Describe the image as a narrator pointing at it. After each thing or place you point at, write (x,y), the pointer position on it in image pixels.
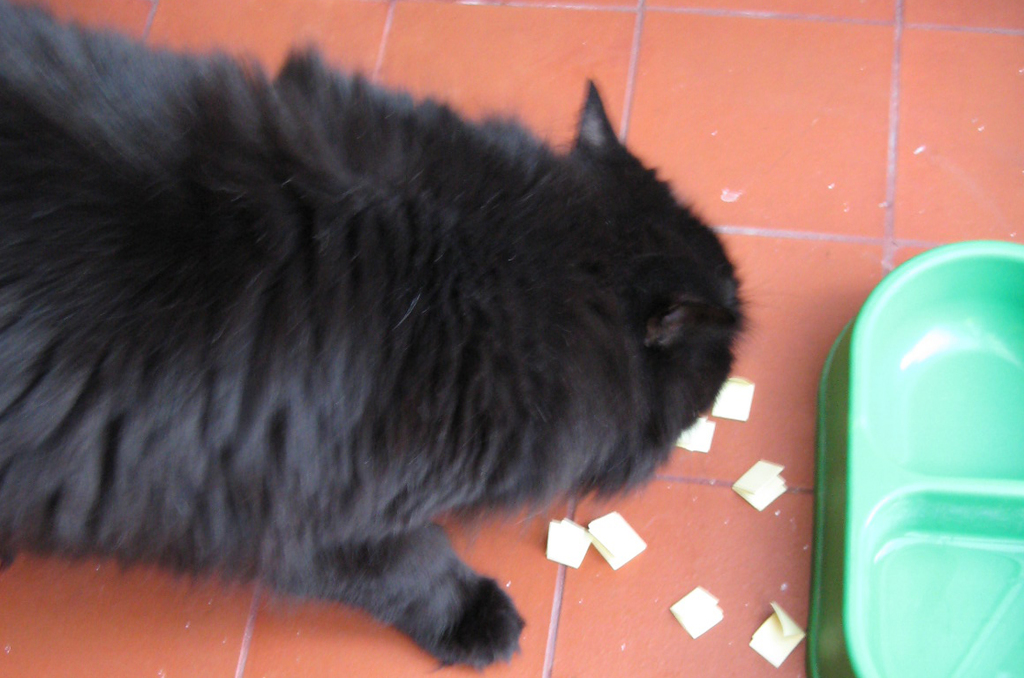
In this image we can see an animal (345,468) on the floor (851,249) and there are some objects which looks like papers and there is a pet bowl (829,495) on the right side of the image (980,300).
